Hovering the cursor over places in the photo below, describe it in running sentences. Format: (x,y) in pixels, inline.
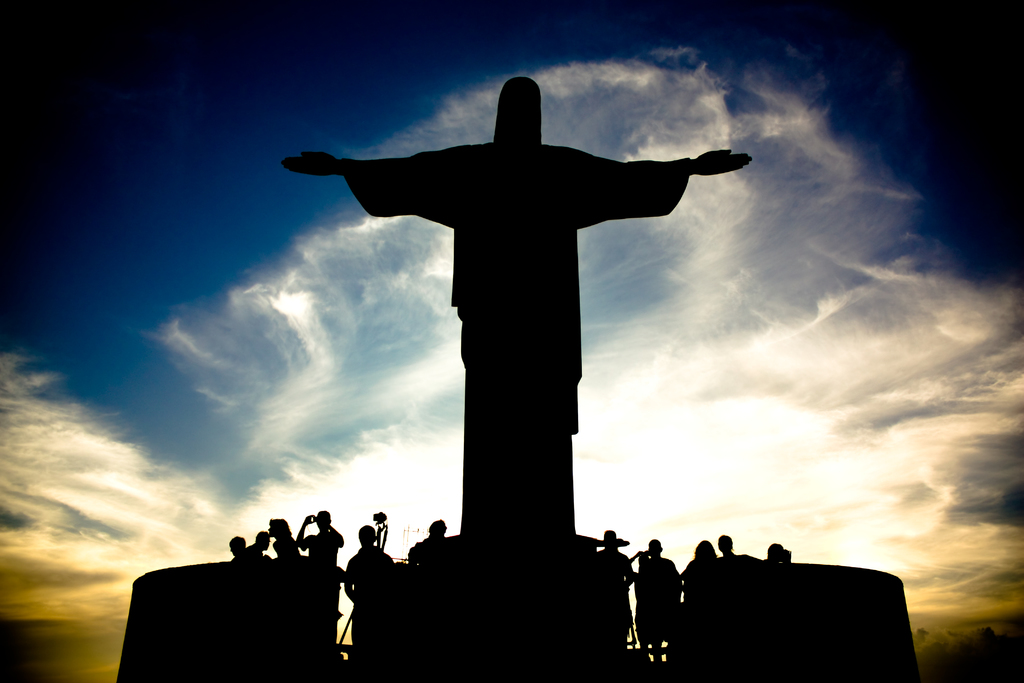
This image is clicked outside. There are some persons (655,560) at the bottom (661,579). There is a statue (540,288) of Jesus Christ (540,288) in the middle (572,231). There is sky (36,113) at the top (33,205).
